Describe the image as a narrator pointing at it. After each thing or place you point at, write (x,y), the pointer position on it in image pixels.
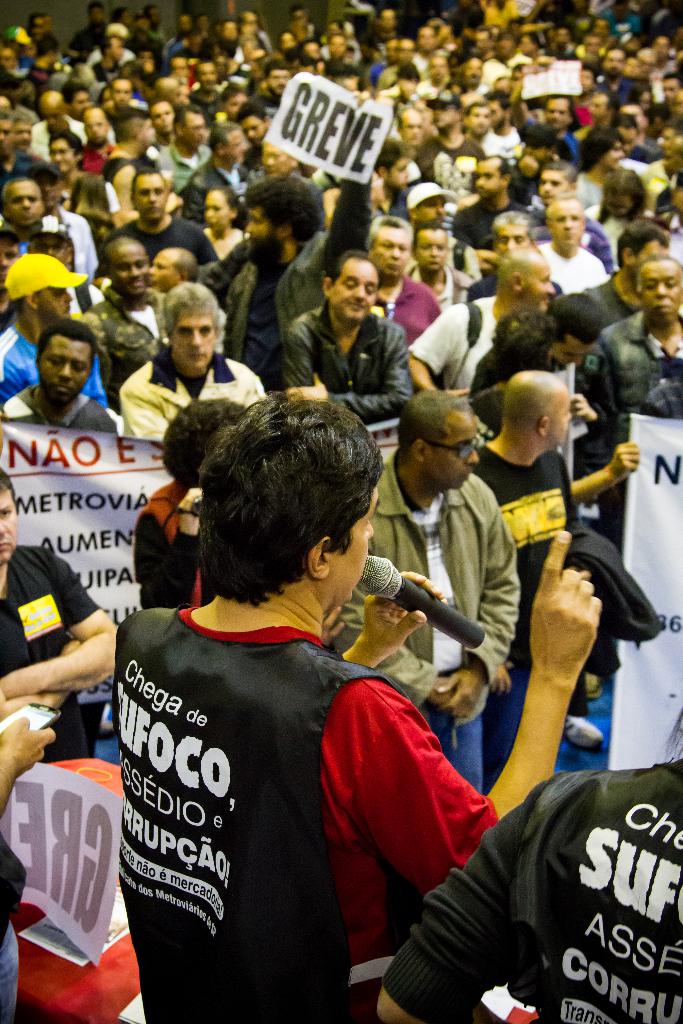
In this image we can see a group of people (360,303) standing and few people (194,452) are holding objects (135,475). A person (258,876) is holding a microphone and speaking into it. There is a table (101,994) and few objects (129,1018) placed on it.
